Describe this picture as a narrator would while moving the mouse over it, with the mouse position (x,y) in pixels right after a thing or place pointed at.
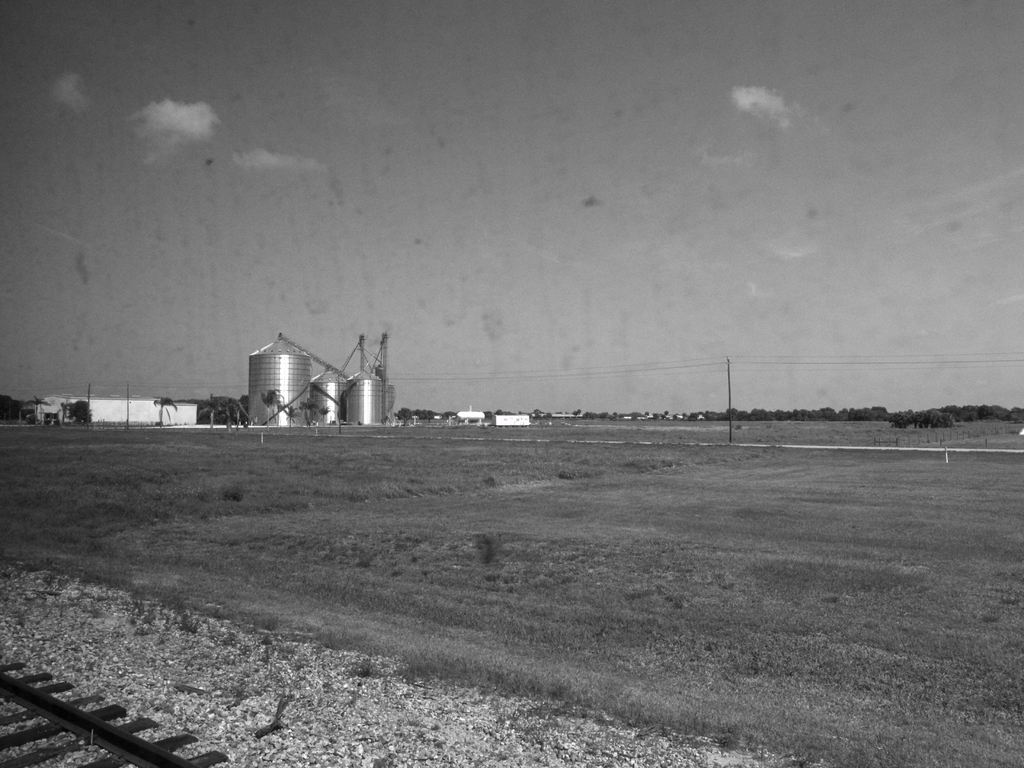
In this image, there is grass (300,566) on the ground (384,458), at the left side (63,739) bottom corner there is a railway track (69,738), at the top (462,207) there is a sky (247,384).
